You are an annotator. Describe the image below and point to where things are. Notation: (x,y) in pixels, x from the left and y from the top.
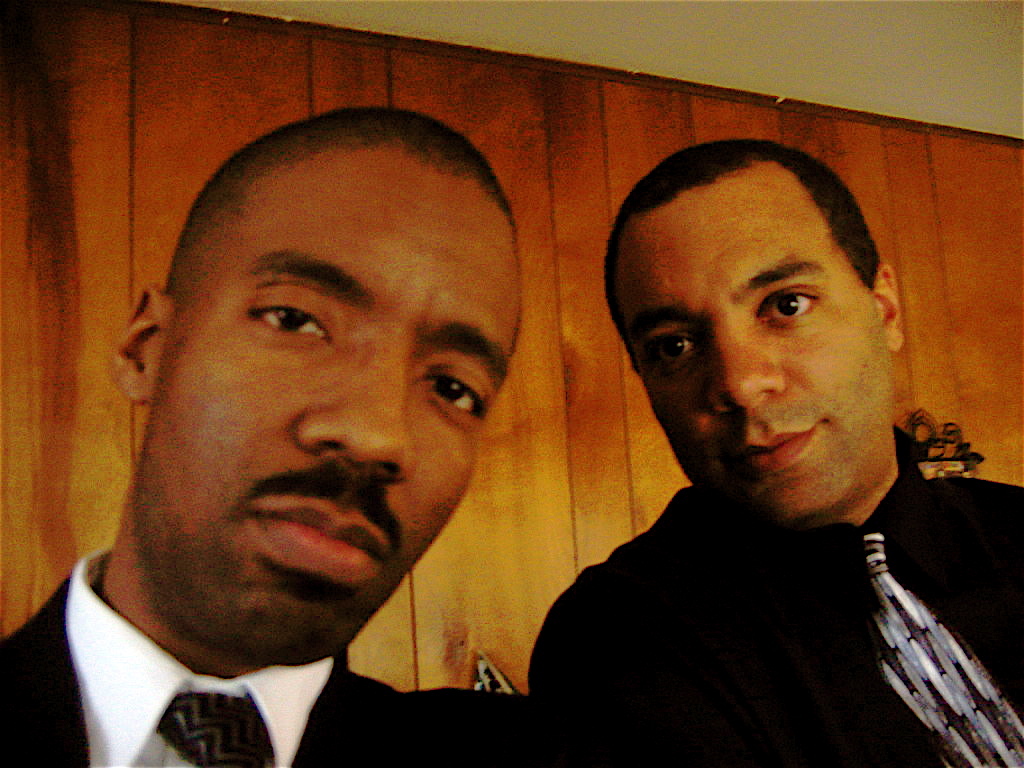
In this image we can see two persons (256,574), behind them there is a wooden wall (962,274), also we can see the roof (647,38).
